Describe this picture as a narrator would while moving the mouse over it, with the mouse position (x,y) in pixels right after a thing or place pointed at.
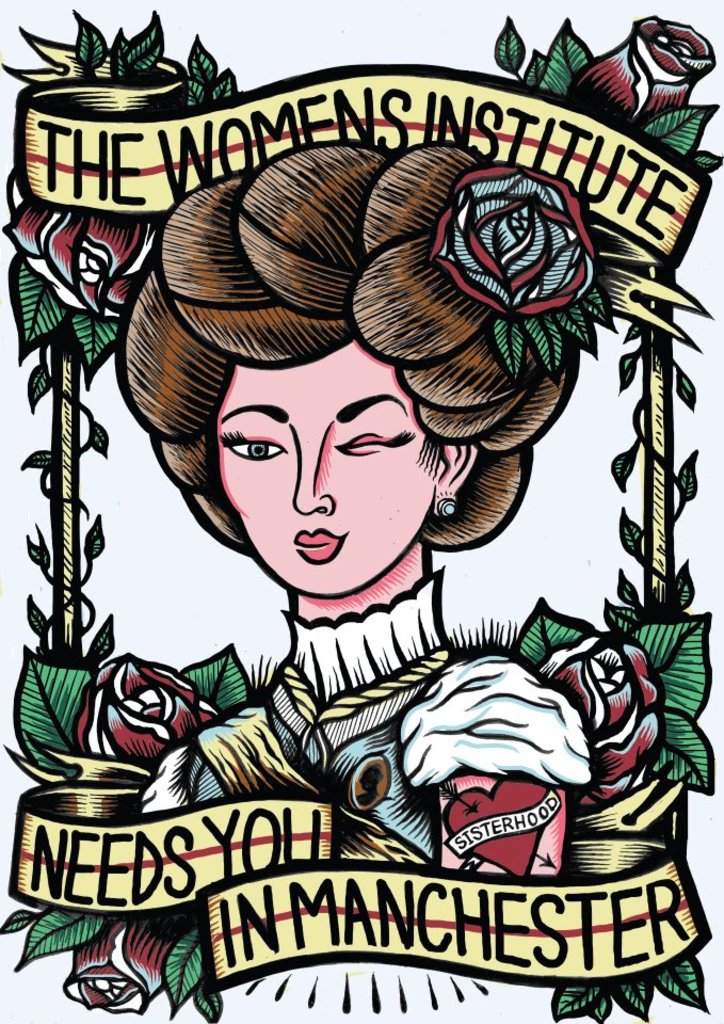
In the picture I can see the painting (162,456) of a woman (322,266). I can see the flowers (463,179). There is a text (533,119) at the top (537,138) and at the bottom of the picture (185,860).
